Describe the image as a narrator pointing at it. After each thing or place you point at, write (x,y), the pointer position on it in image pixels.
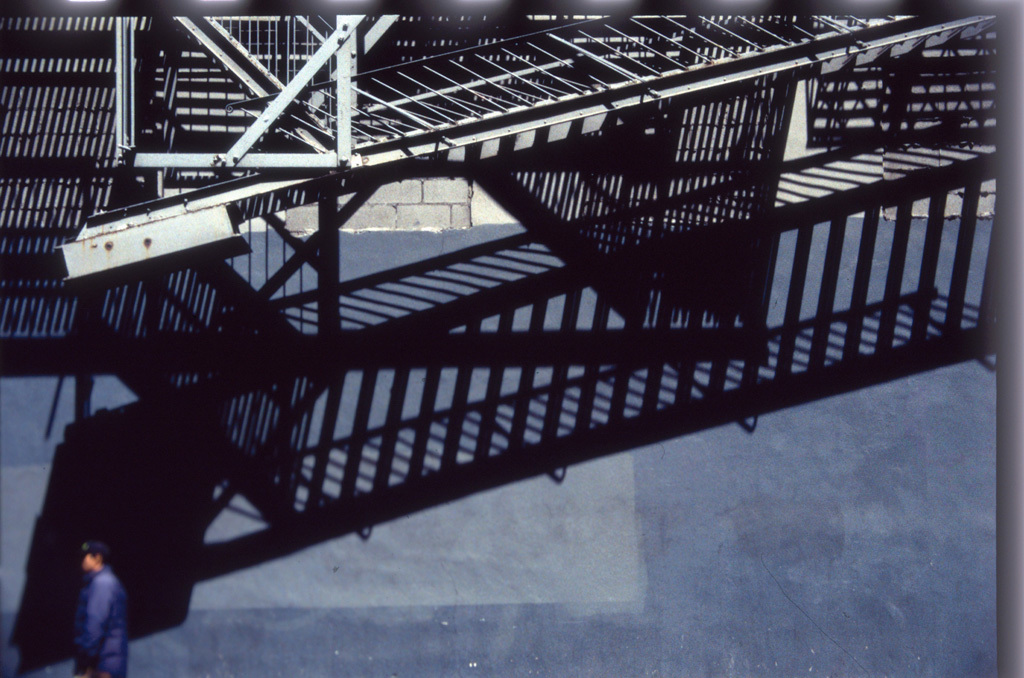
At the top of the picture (387,29), we see the iron beam (341,20). In the left bottom of the picture (110,594), we see the man (120,637) in the blue jacket (108,617) is standing. Beside that, we see the grey wall (687,518). We even see the shadow (574,385) of the beam (323,54).
